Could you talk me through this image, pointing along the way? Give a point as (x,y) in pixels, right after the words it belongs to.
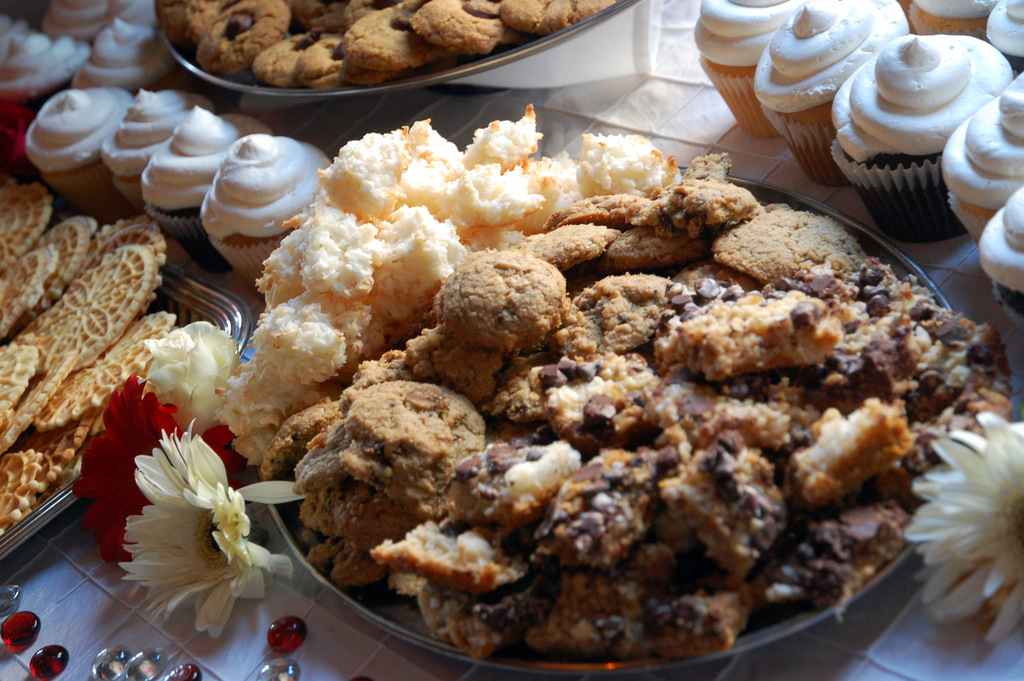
In this image there are plates (552,40) which contain various food items (510,171) in it and these plates (808,393), cupcakes (903,217), flowers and beads (35,672) are placed on a surface (394,653).
